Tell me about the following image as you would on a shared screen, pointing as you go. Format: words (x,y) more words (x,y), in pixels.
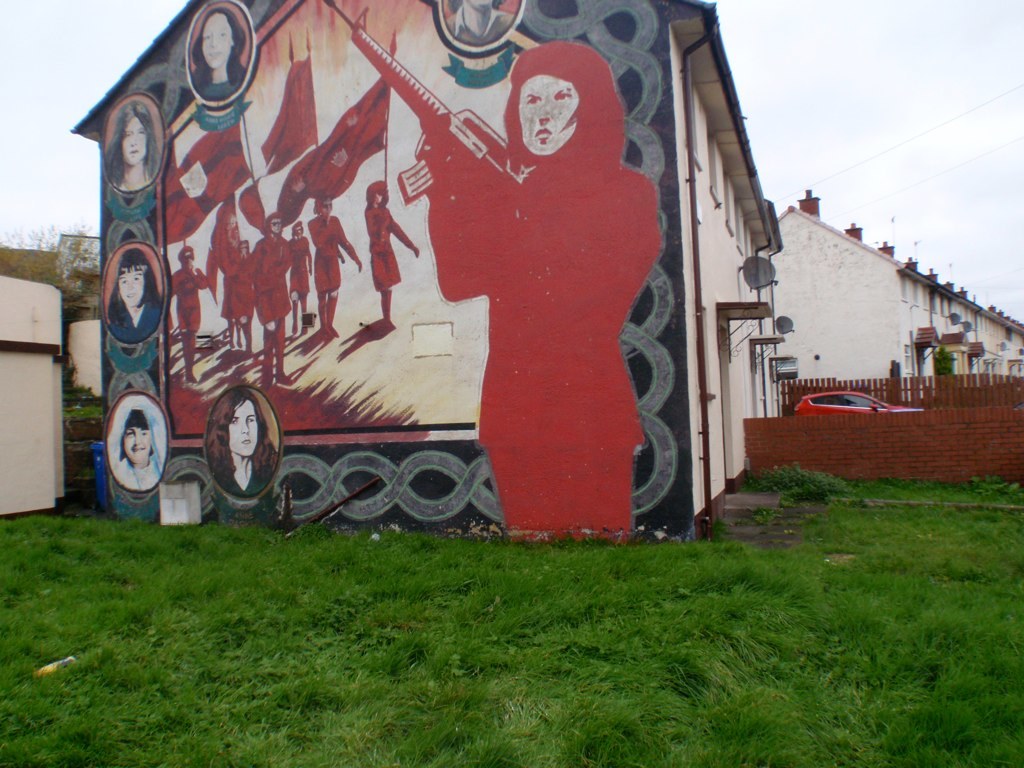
In the image we can see a building (748,297) and there is a painting (317,252) on the wall (688,253). This is a pipe (706,392), fence (940,381), grass (132,734), plant (57,254) and a sky (59,75). We can see even a vehicle (822,397) red in color.
